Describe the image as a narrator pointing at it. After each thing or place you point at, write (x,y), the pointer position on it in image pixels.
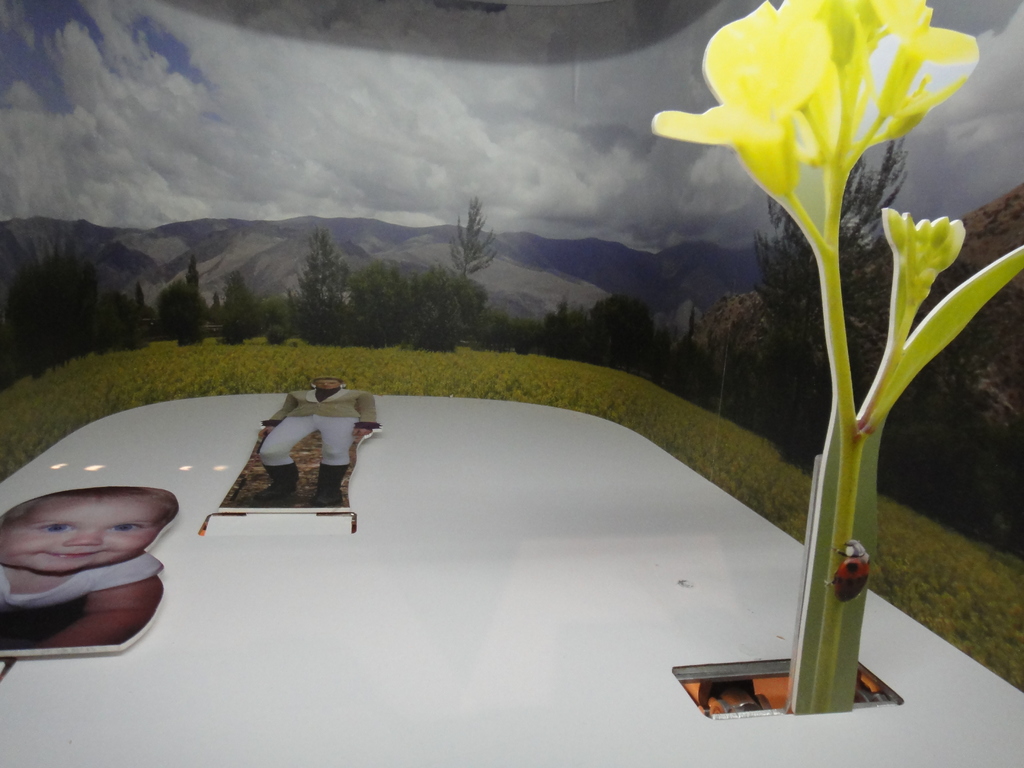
In this picture I can see a table (189,492), these are looking like boards (143,492) on the table (26,716), and in the background (540,277) this is looking like a wall poster (519,214).
